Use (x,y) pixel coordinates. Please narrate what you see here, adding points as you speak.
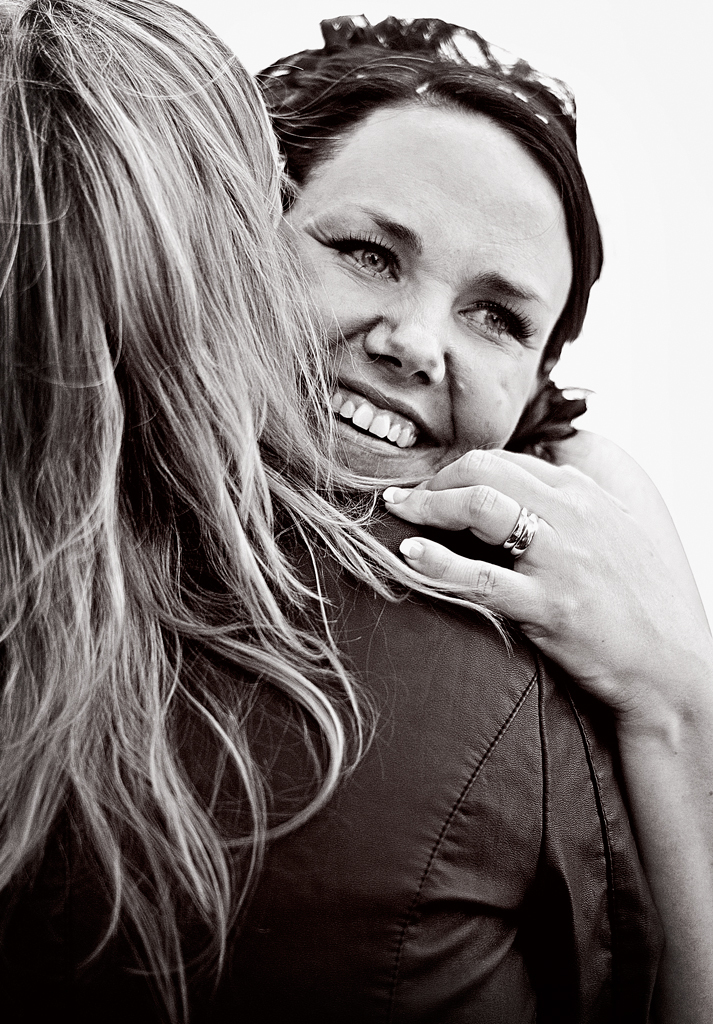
It looks like a black and white picture. We can see there are two people (199,538) hugging each other. Behind the people (165,251) there is the white background (619,271).
